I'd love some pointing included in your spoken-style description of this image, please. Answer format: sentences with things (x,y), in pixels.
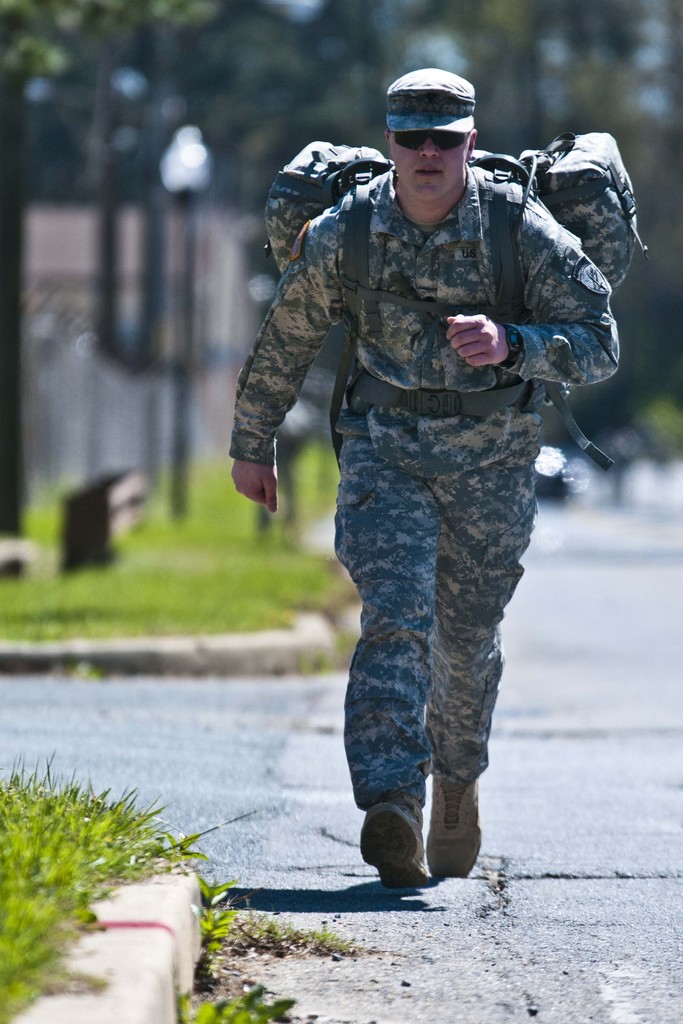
In this image there is one person (448,285) who is wearing a bag (609,251) and walking, and at the bottom (74,873) there is a road (250,834) and grass (58,873) and there is a blurry background (195,224), but we could see grass (144,577) and objects (185,198).
